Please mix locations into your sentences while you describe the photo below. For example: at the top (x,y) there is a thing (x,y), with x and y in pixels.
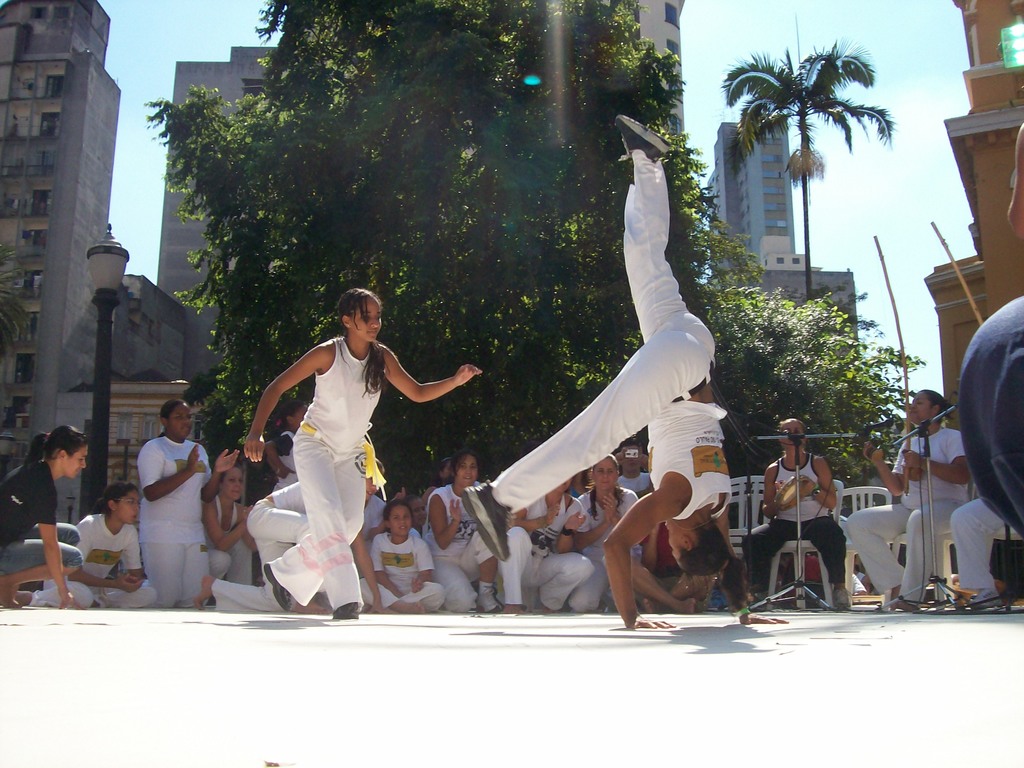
In the center of the image (521,495) a group of people (442,539) are there. In the background of the image (419,292) we can see a trees (617,254), buildings (130,388), pole (112,296), chairs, mic (928,439), bands (789,489) are there. At the bottom of the image (498,741) ground (541,723) is present. At the top of the image (866,37) sky (875,42) is there.
